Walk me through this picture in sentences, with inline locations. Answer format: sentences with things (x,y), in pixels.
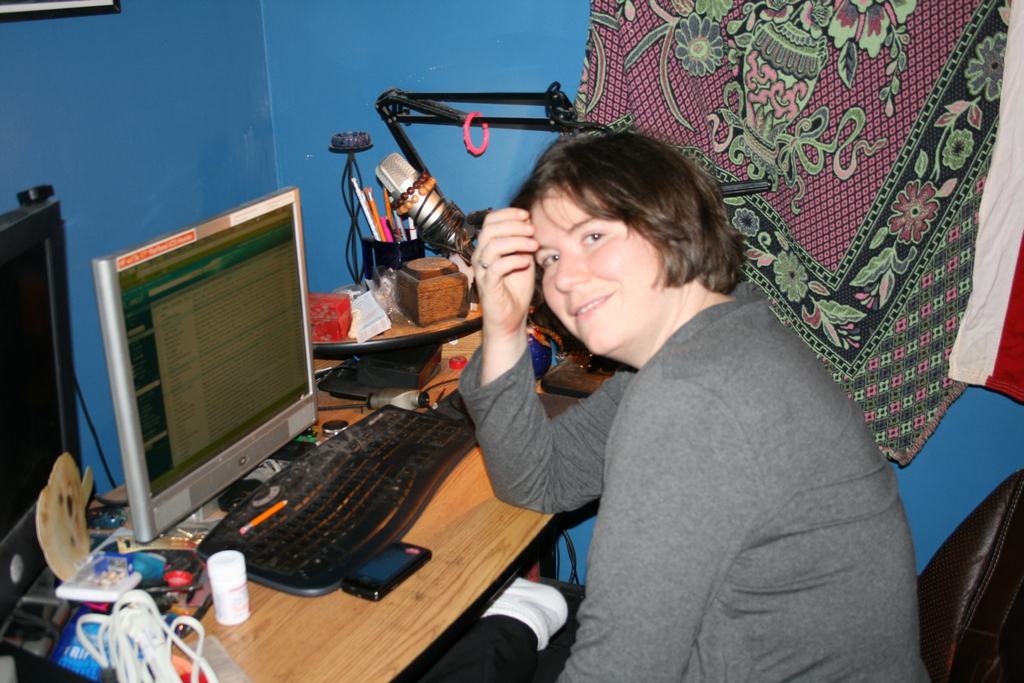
In this picture we can see a lady (696,424) in short hair (718,287) wearing ash color dress (785,480) and sitting on the chair (1009,572) in front of the table (363,409) on which there is a system (277,445), pens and some things (458,292) on it and in front of them there is a blue color wall (418,88) and beside her there is cloth (849,170).
